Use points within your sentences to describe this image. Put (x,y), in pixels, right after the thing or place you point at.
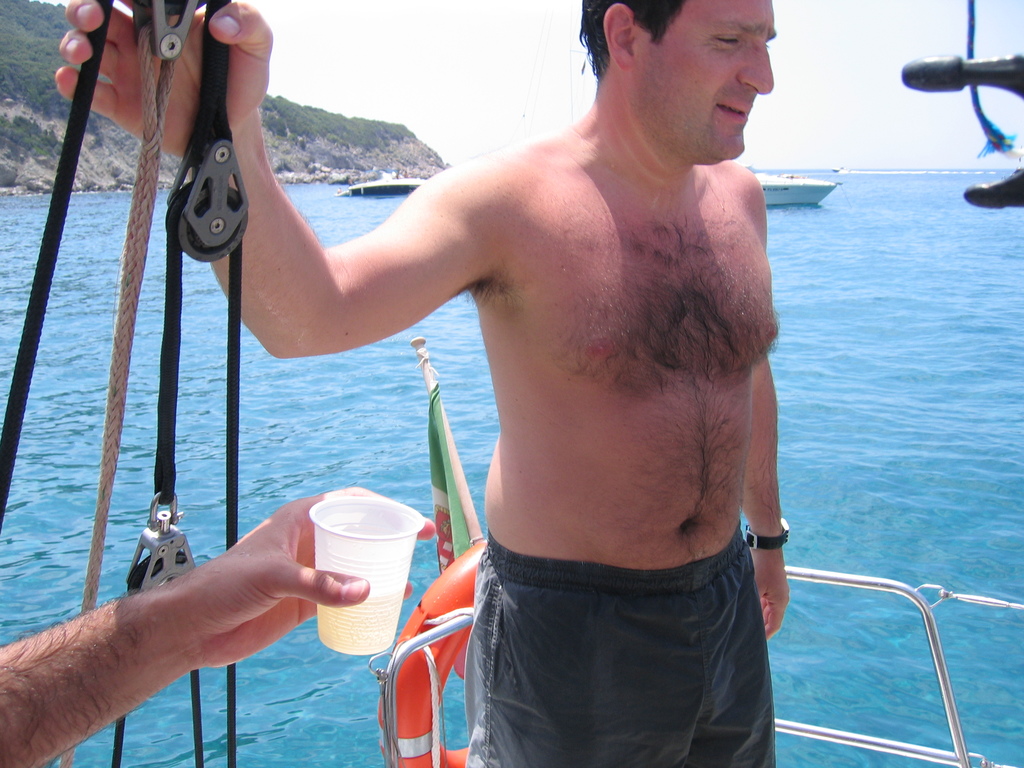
In this picture there are boats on the water (346,757) and there is a person (511,214) standing and holding the rope (72,127) and there is a person (250,594) standing and holding the glass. At the back (350,153) there are trees (20,137) on the mountain (294,126). At the top (422,47) there is sky (498,43). At the bottom (961,523) there is water (930,411).
